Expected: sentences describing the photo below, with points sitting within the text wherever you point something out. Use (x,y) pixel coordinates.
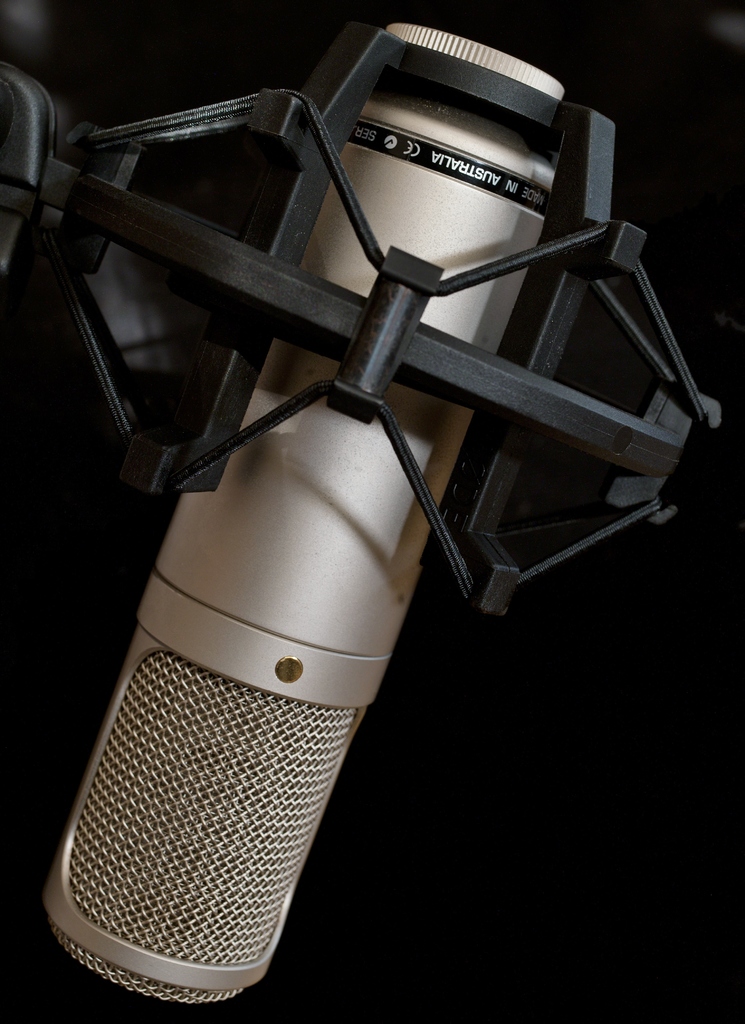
In this image there is one mike (283,483) and that mike (403,237) is in silver color, and one stand (54,204) is holding the mike (328,604).
